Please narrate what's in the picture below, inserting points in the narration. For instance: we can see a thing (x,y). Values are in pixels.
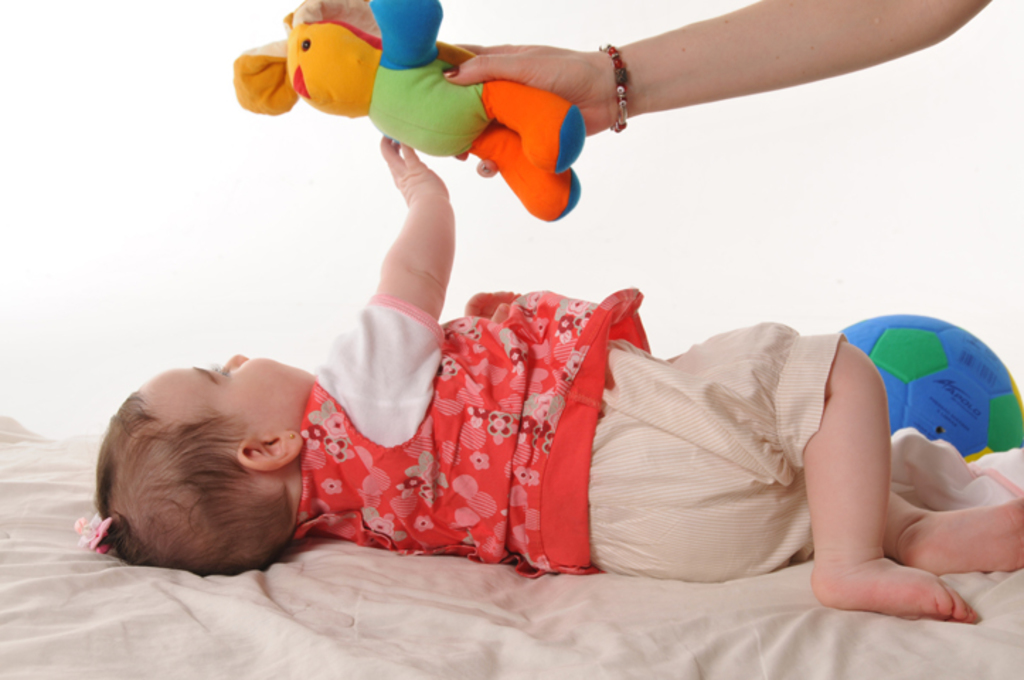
In this picture we can see a baby (629,474) laying on the bed (629,624) and we can a clip (83,531) over the head (119,540). On the top of the picture (780,60) we can see a person's hand (714,68), holding a toy (380,82) and making a baby (777,425) to play. Beside the baby (779,412) there is a ball (909,371). The bed sheet (517,619) is in cream colour.
